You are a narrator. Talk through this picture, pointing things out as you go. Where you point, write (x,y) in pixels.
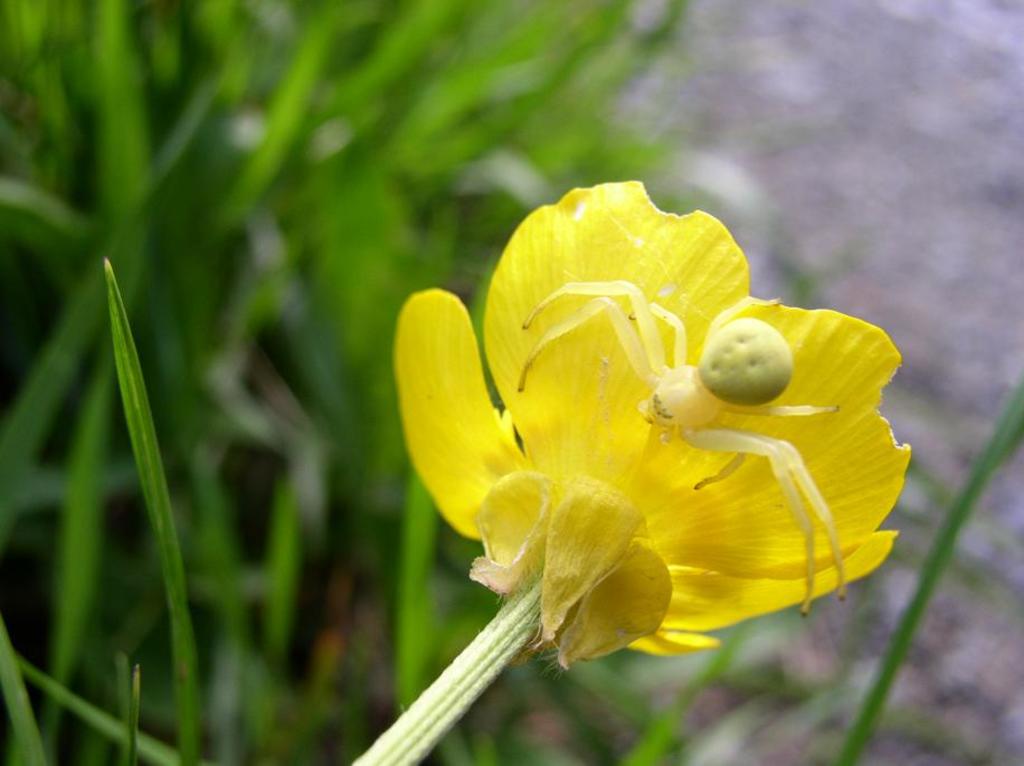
Here I can see an insect (688,397) on a flower (706,325). The petals (551,239) are in yellow color. In the background (363,382) few leaves (280,333) are visible.
